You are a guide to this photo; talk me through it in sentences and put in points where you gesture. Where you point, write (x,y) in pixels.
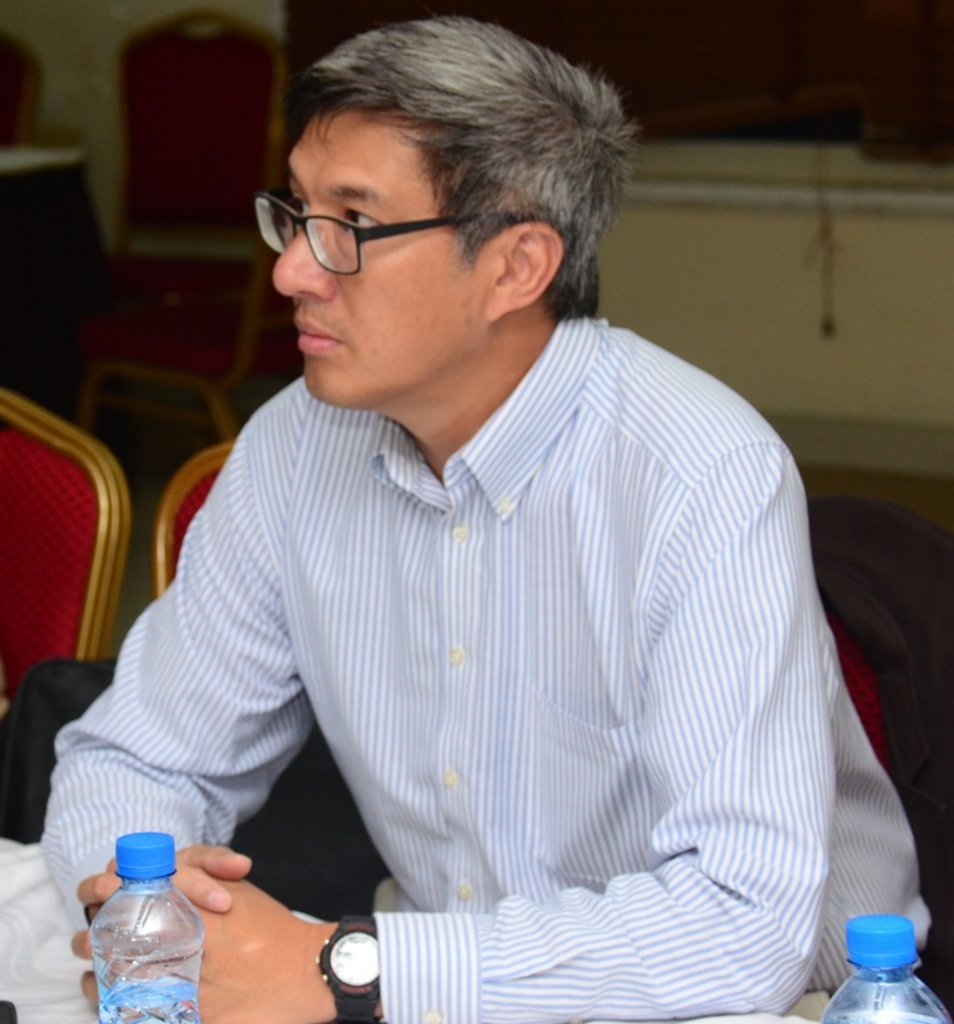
Here we can see that a person (484,191) is sitting on the chair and looking, and in front (167,944) there is the table (89,1021) and water bottle (136,969) on it.
